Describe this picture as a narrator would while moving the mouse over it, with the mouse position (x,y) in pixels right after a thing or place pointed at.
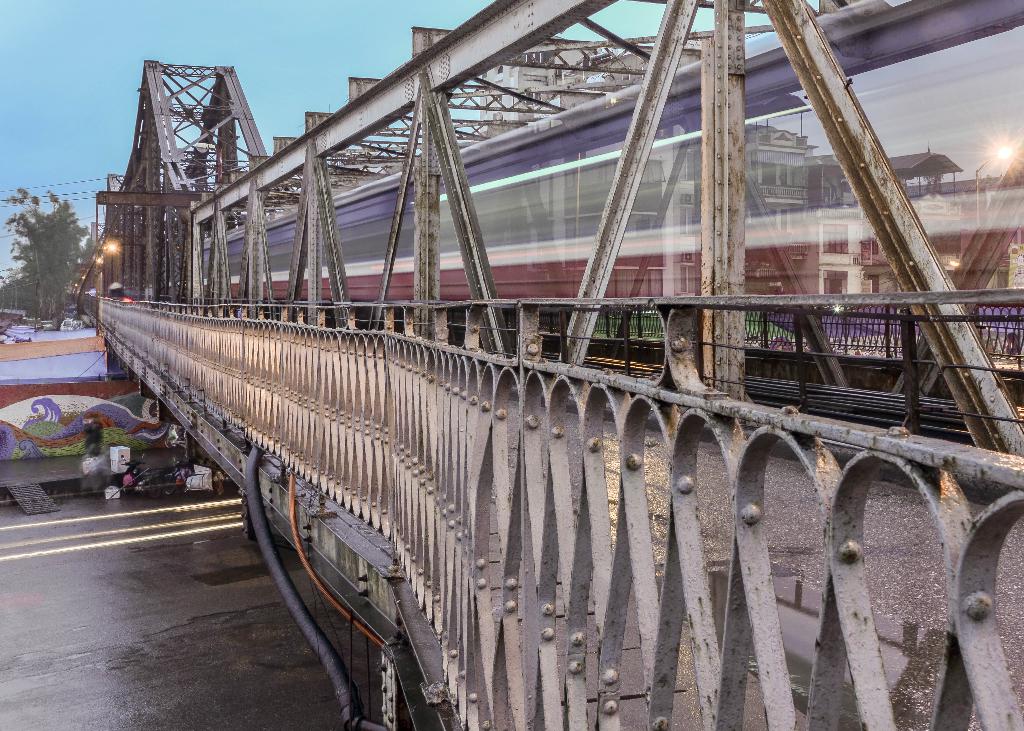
This image consists of a bridge (418,474) made up of metal (231,299). At the bottom (881,606), there is a road (111,650). To the right (685,223), it looks like a train (495,247). To the left (34,259), there is a tree (34,259). At the top (71,22), there is a sky (76,22).
